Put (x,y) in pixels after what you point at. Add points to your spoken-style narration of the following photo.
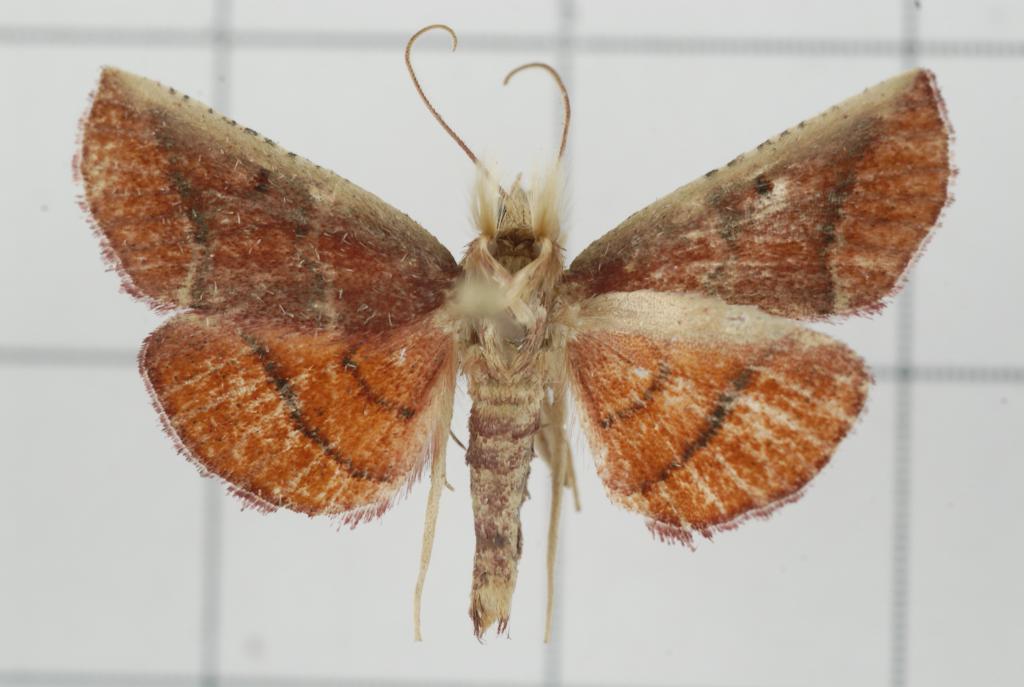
In the middle of this image (582,305), there is a butterfly (499,387) having wings (427,273). And the background (959,476) is white in color.
